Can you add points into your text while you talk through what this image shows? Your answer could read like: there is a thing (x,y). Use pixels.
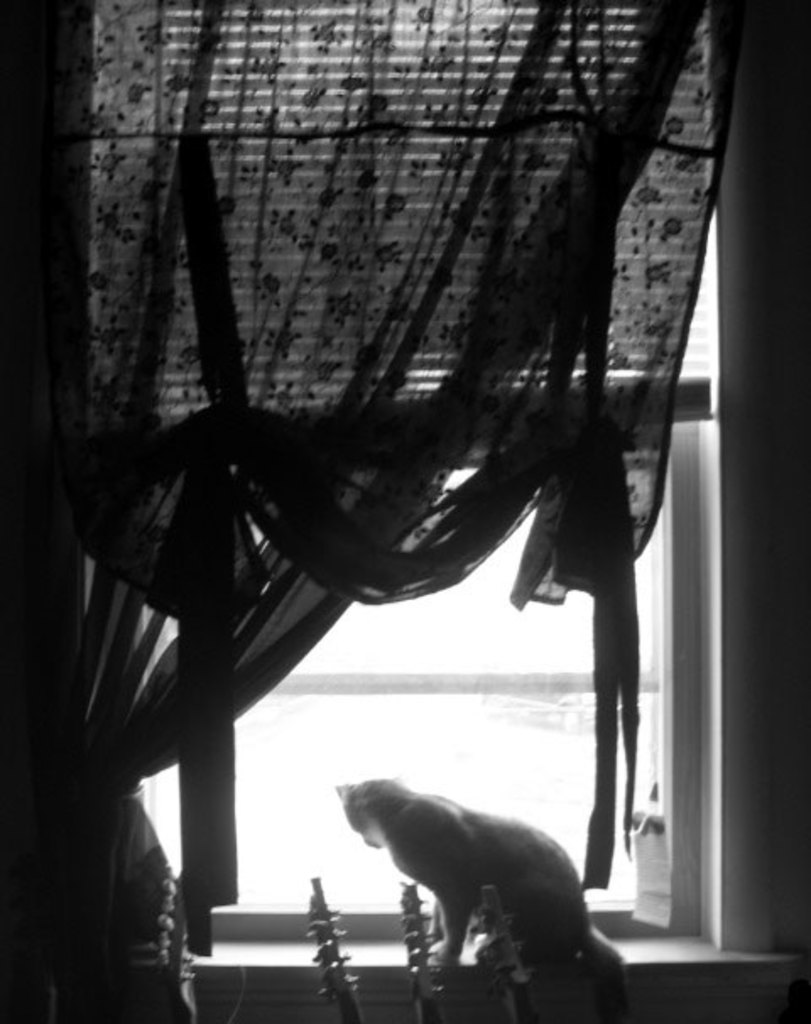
In the picture we can see a cat (410,836) sitting near the window (665,591) and in the window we can see a part of the curtain (263,430).
